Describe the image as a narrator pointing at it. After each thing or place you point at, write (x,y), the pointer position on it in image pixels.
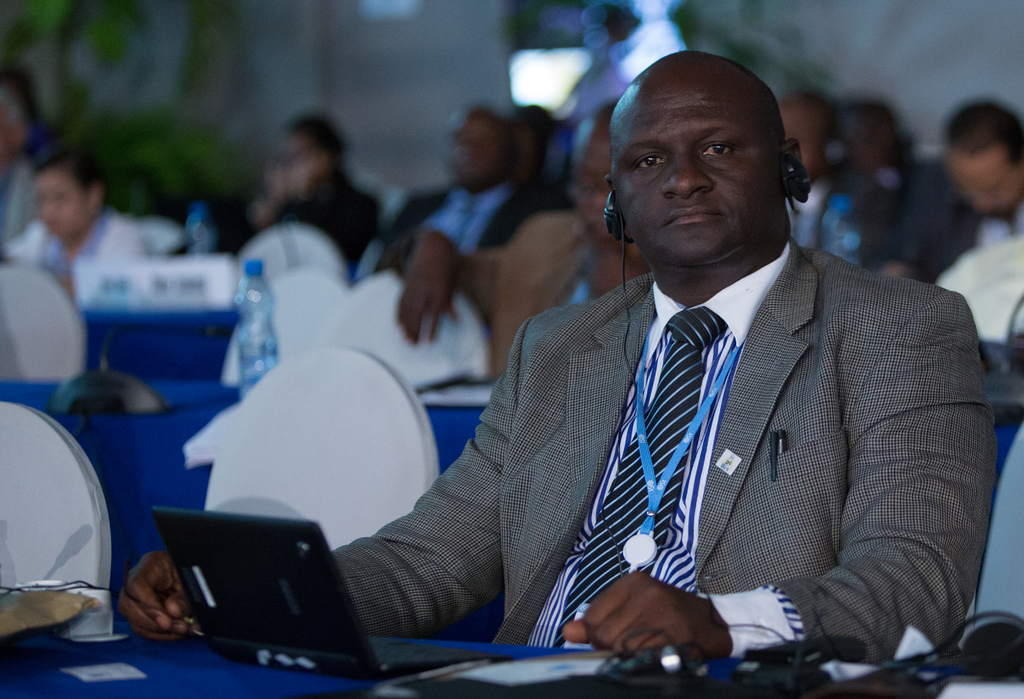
In this image in the front (464,655) there is a table (732,670), on the table (694,659) there are objects (391,647) which are black in colour and there is a person (730,401) sitting on the table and wearing headphones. In the background (290,301) there are empty chairs (304,401), there are tables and on the table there are bottles (265,300) and there are persons (306,193) sitting and the background (288,251) seems to be blurry.
